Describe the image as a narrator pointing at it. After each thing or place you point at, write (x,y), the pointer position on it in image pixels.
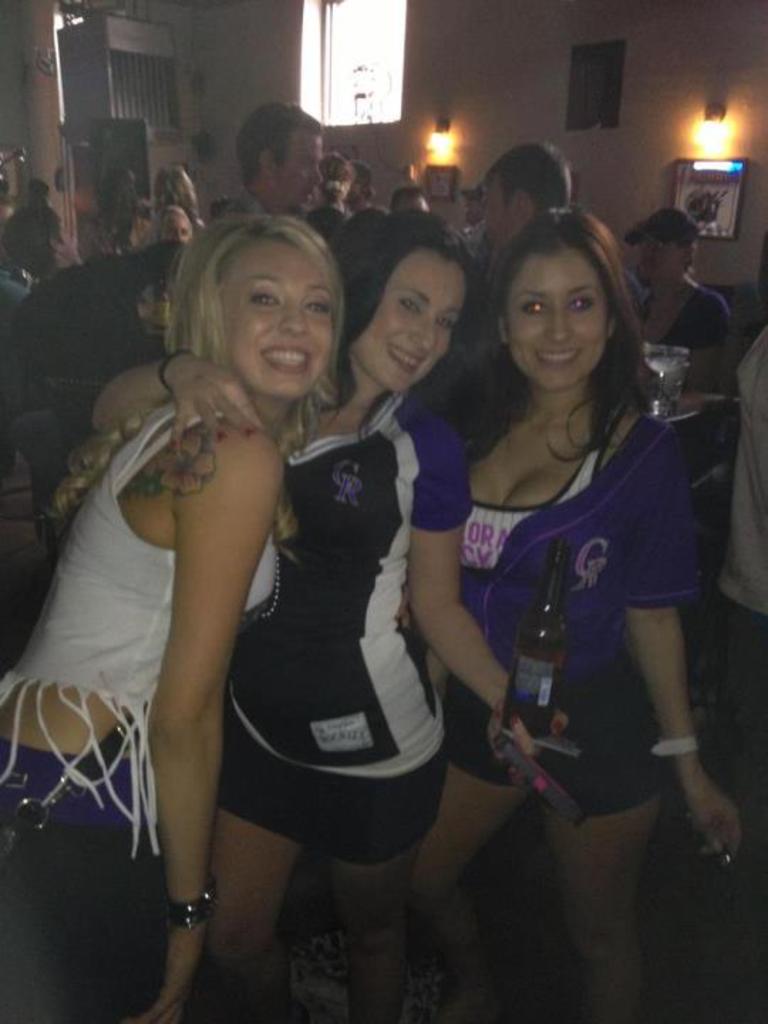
In the image there are three ladies (230,567) standing and smiling. And holding the bottle (534,698) in their hands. Behind them there are many people (341,206). In the background (406,62) there is a wall (522,103) with lights (713,115), frames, window (378,74) and few other items (71,137).
